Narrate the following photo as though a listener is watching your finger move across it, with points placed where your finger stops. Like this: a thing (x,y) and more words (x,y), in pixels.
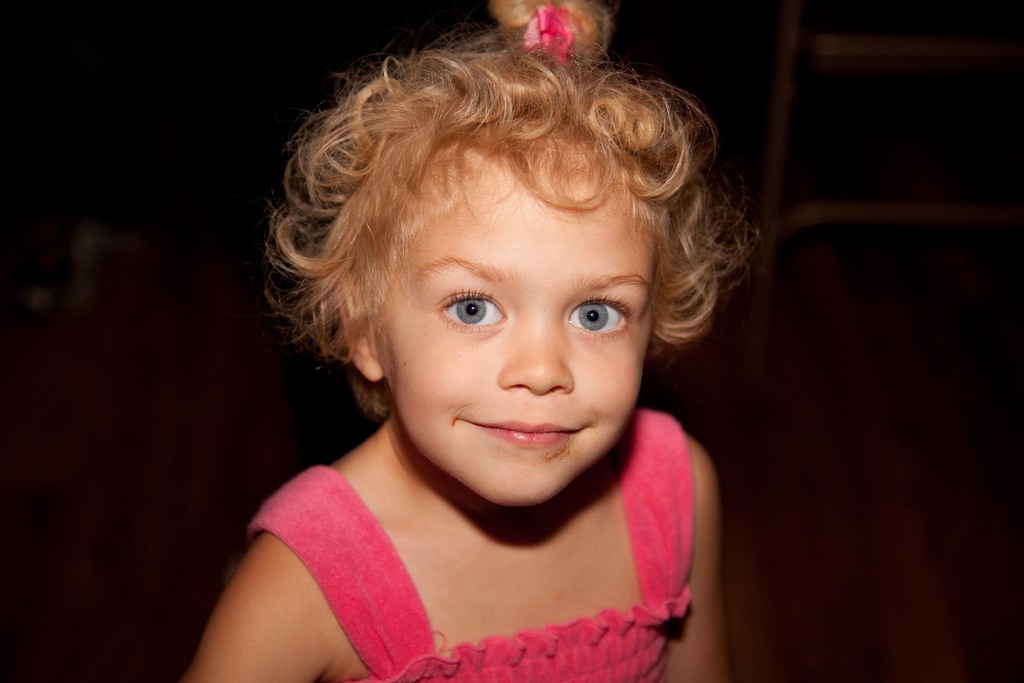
In this image I can see a girl (574,431) is smiling, she wore pink color dress (585,653) and a pink color hair ribbon (548,21).
